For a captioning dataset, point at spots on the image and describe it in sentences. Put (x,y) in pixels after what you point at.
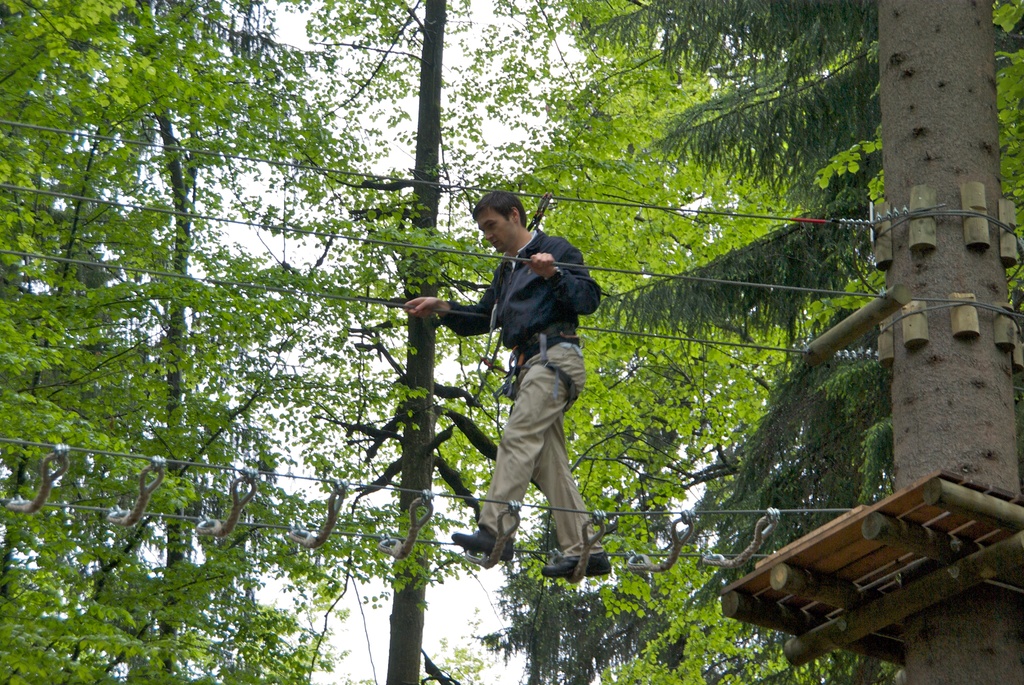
In this image there is a man (516,377) who is walking on the rope bridge (202,466) by holding the ropes (599,331) which are tied to the tree (915,267). On the right side (903,240) there is a tree (920,259). In the background (568,108) there are trees (656,127).
